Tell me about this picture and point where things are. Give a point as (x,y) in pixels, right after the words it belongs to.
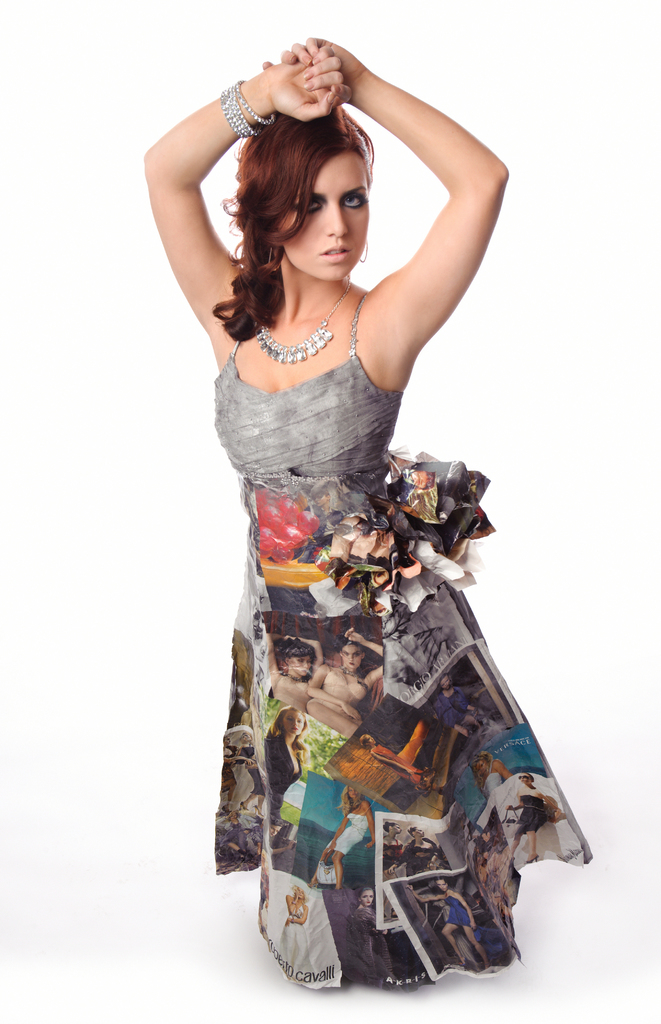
In this image there is a woman (398,488) standing.
